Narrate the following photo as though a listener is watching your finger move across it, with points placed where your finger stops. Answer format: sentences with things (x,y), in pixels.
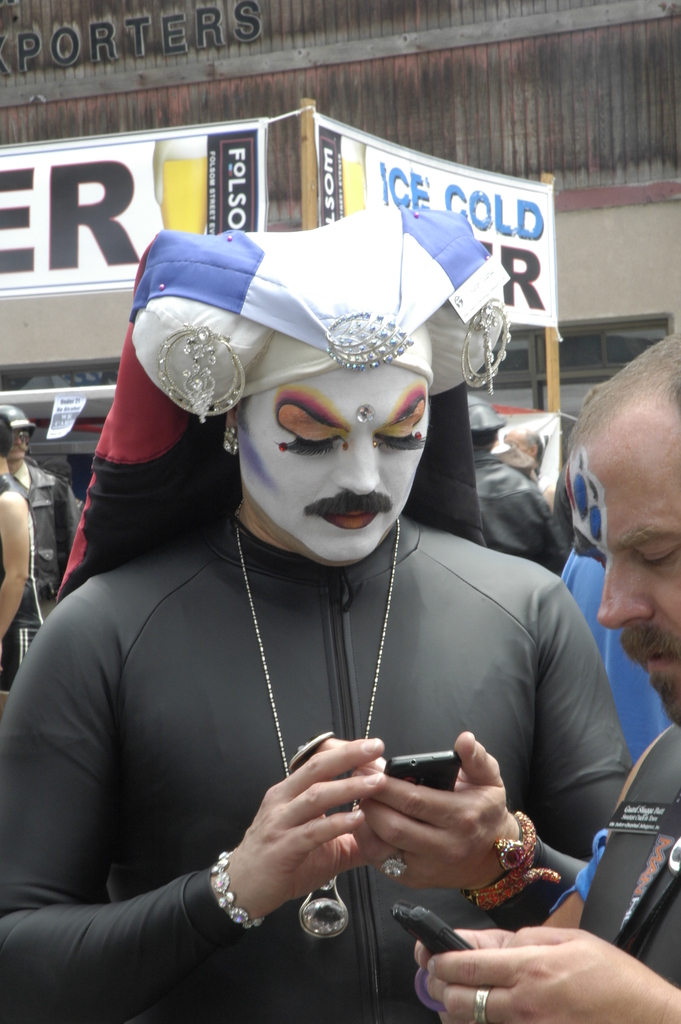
In this image in the middle (331,594) there is a man (317,538), he wears a jacket (329,662), he is holding a mobile (401,761). On the right (632,600) there is a man (627,442), he wears a shirt (611,839), he is holding a mobile (452,943). In the background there are some people (596,565), posters (394,180) and building (509,149).
